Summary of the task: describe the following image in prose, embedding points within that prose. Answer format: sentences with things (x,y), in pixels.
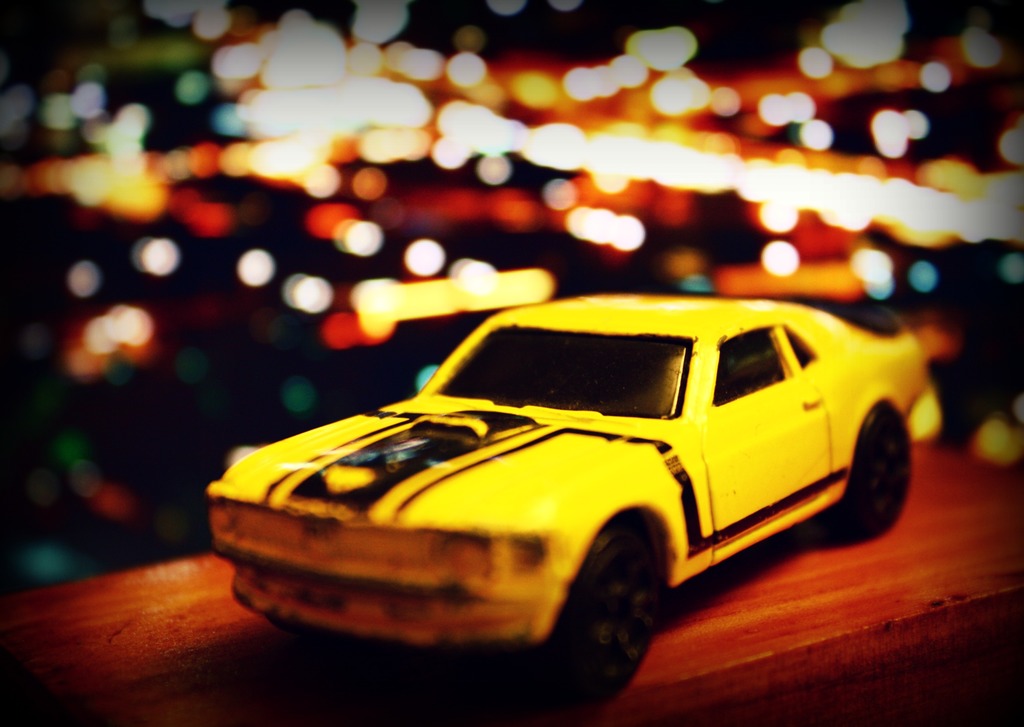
In this picture we can see a toy car (736,456) in the front (720,508), there is a blurry background (521,212).
